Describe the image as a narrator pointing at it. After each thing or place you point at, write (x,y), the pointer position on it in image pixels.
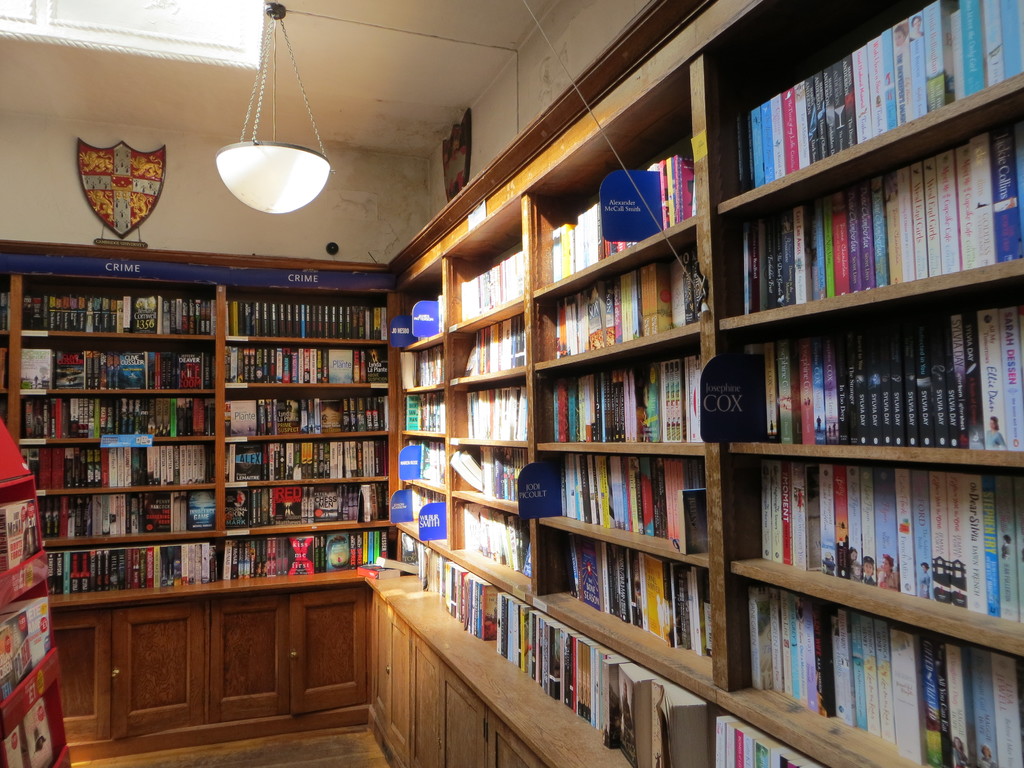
In this image we can see an electric light (274,188) hanging from the roof (294,133), mementos (126,186) attached to the walls (215,176) and many books (188,376) arranged in the shelves (417,538) or cupboards (701,325).
